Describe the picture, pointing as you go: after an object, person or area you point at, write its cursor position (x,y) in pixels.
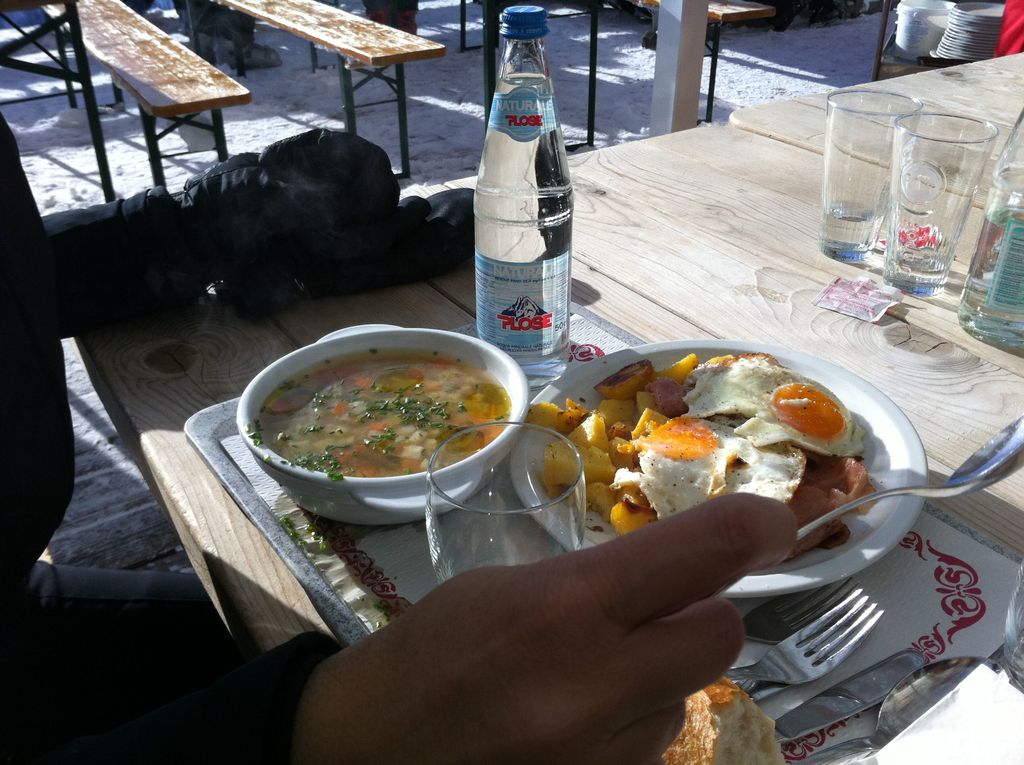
In the picture there are many tables (713,177) and benches (169,56). On the table (666,287) that is in front (679,288) there is a plate (622,360) and food (658,430) in it, a bowl (518,402) of soup (504,407), a bottle (529,350), glasses (863,234), spoons (979,447), forks (832,639) and a tray (960,606). There is a hand (359,724) of a person (41,686) to the left corner of the image (331,724).
